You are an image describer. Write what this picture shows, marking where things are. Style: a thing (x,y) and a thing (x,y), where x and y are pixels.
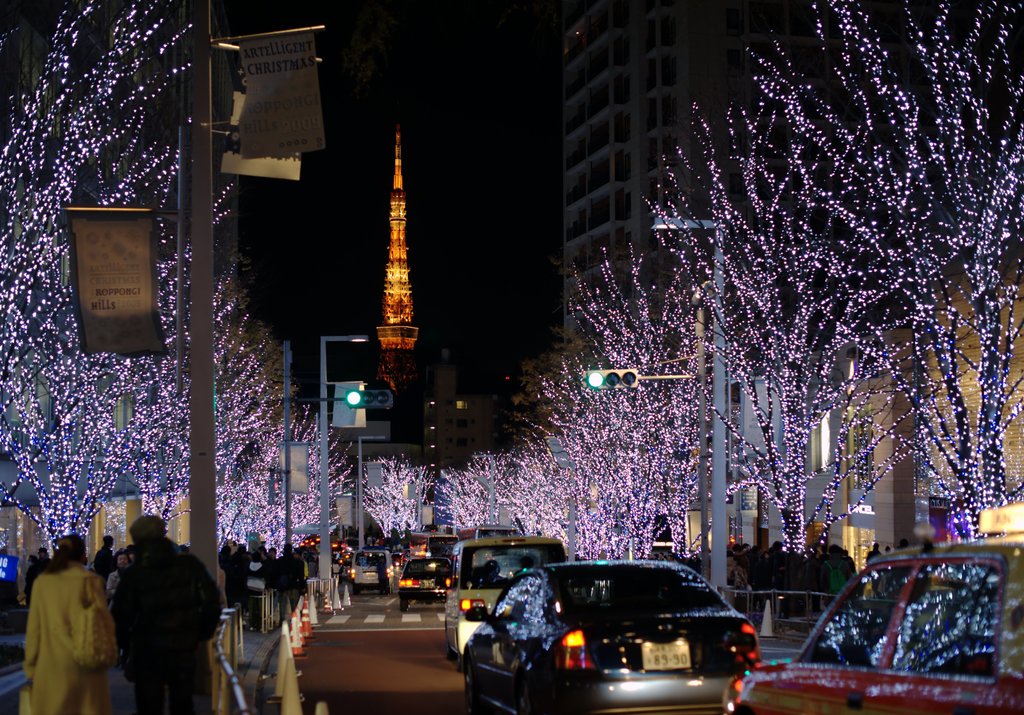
In this image we can see a group of persons (226,561), vehicles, buildings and trees (157,443). There are few lights (223,441) attached to the trees (17,499). There are few street poles (699,358) and traffic lights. On the left side of the image (211,554) there is a pole (205,424) with few banners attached to it.
